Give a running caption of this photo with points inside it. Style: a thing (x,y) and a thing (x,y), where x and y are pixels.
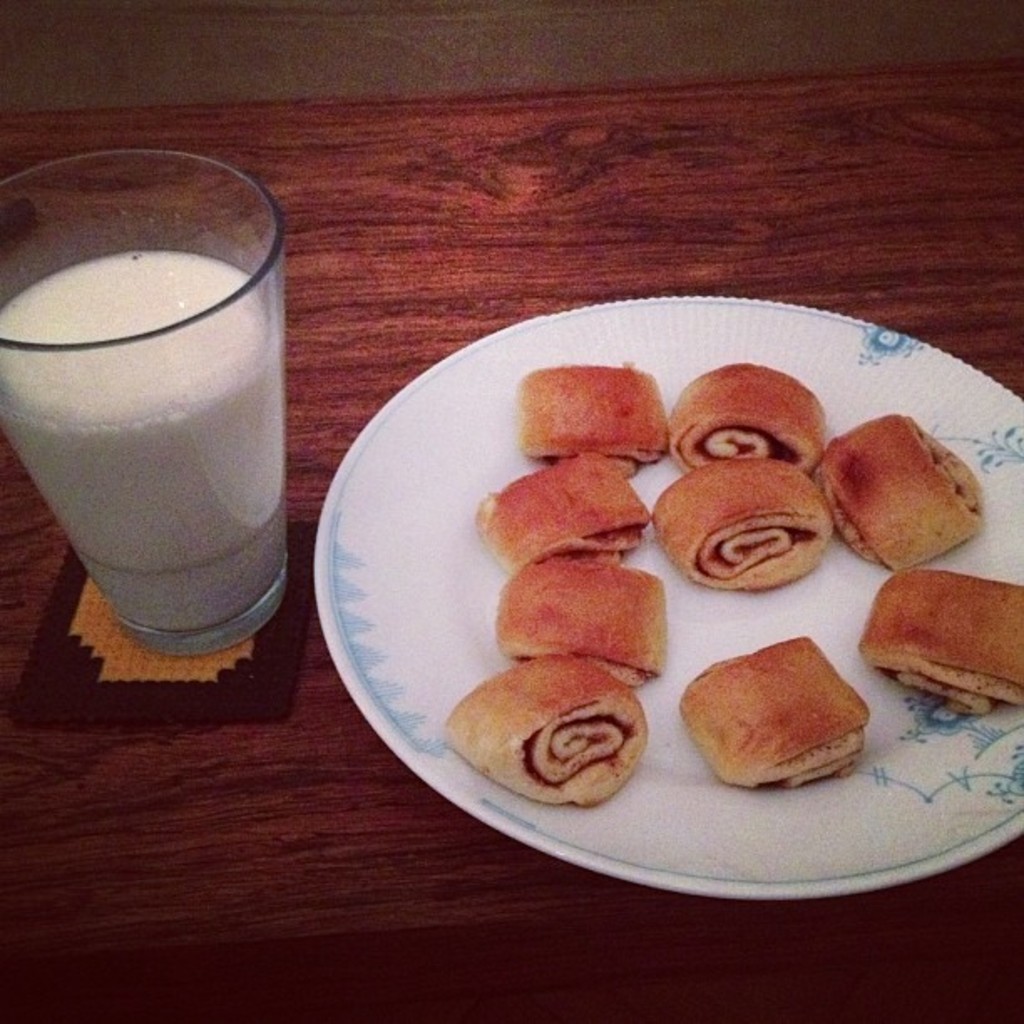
In this picture, we see a white plate (460,635) containing the swiss rolls (588,652) and a glass (183,417) containing the milk (129,395) are placed on the wooden table (230,822). This table (244,778) is in brown color.
